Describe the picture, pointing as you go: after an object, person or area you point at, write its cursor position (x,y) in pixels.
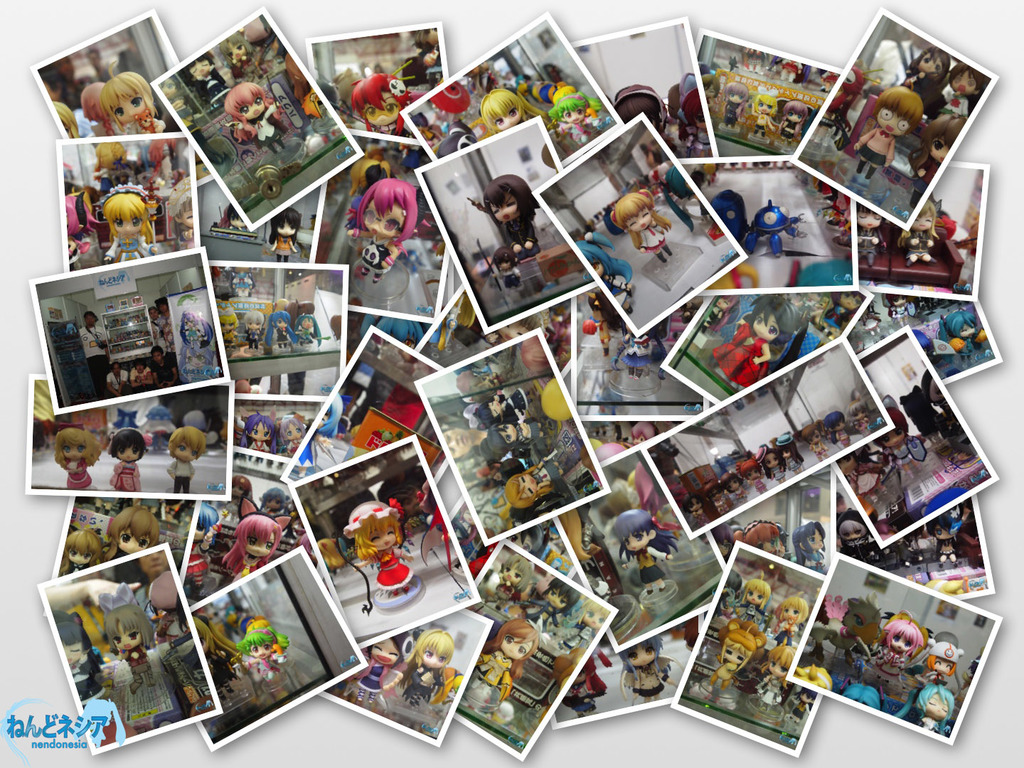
On the bottom left (66,727), there is a watermark (79,727). In the background (727,612), there are different animated images (626,602) arranged on a surface (965,160). And the background (980,21) is white in color.
